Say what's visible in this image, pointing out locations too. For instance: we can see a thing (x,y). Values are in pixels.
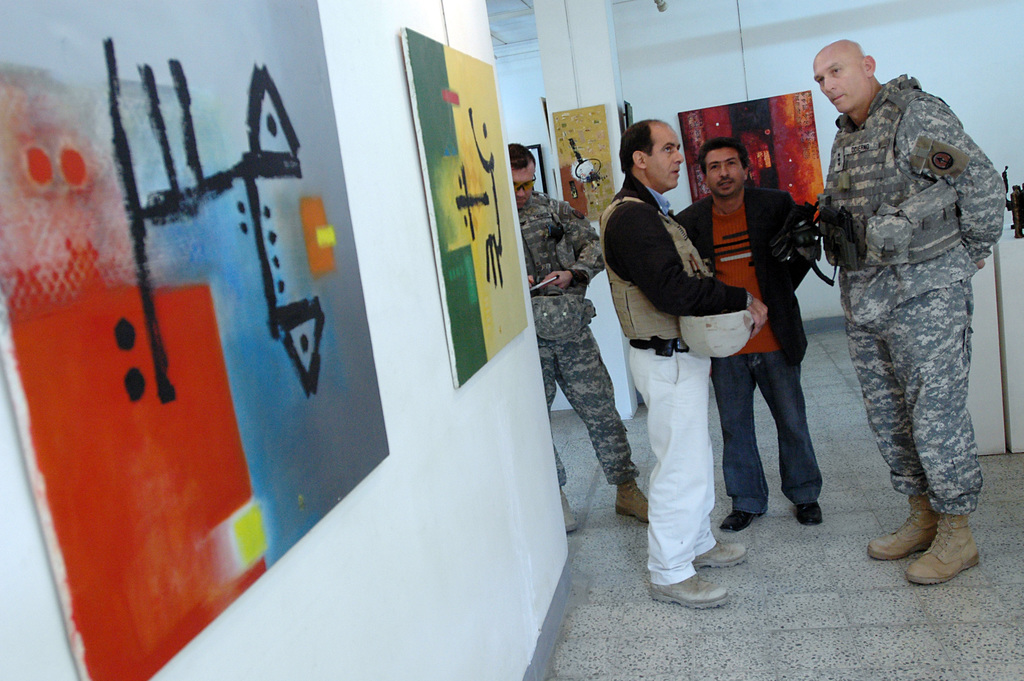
In this image there are a few people (961,150) standing on the floor (787,580). On the right side of the image (1013,451) there are some objects (1023,371). There are photo frames (169,518) on the wall (305,573).
